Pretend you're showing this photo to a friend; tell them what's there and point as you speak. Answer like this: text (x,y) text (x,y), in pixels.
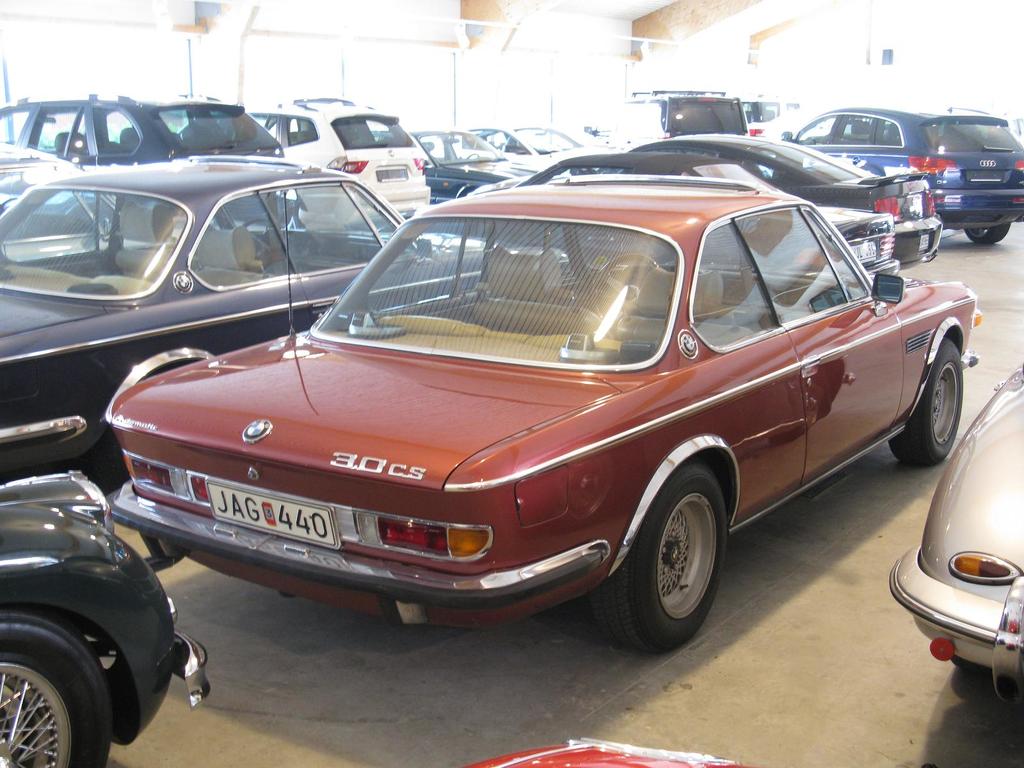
In this image there are a group of cars (225,464) and in the background (260,69) there are glass doors (355,69), and at the top (442,28) there is ceiling (724,28). At the bottom (328,670) there is floor (870,579).
